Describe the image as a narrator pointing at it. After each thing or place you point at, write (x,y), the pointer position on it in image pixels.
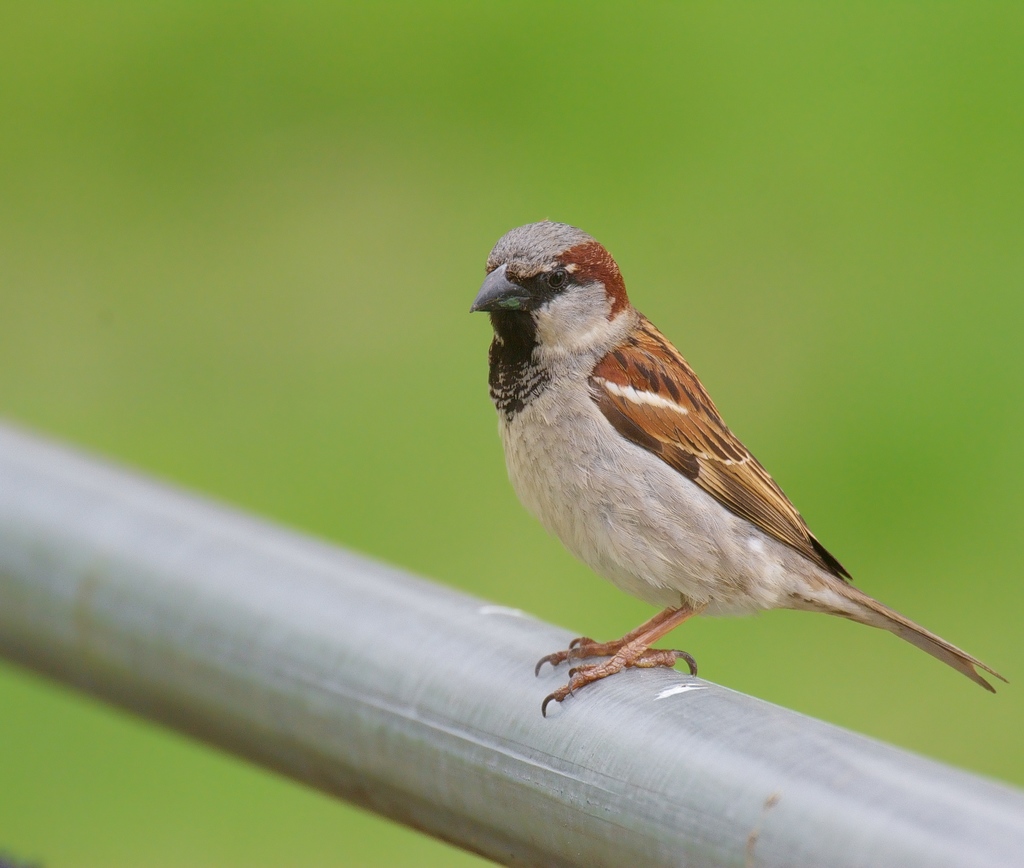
In this picture we can see a bird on a rod (442,669). Background (91,162) is blurry.
